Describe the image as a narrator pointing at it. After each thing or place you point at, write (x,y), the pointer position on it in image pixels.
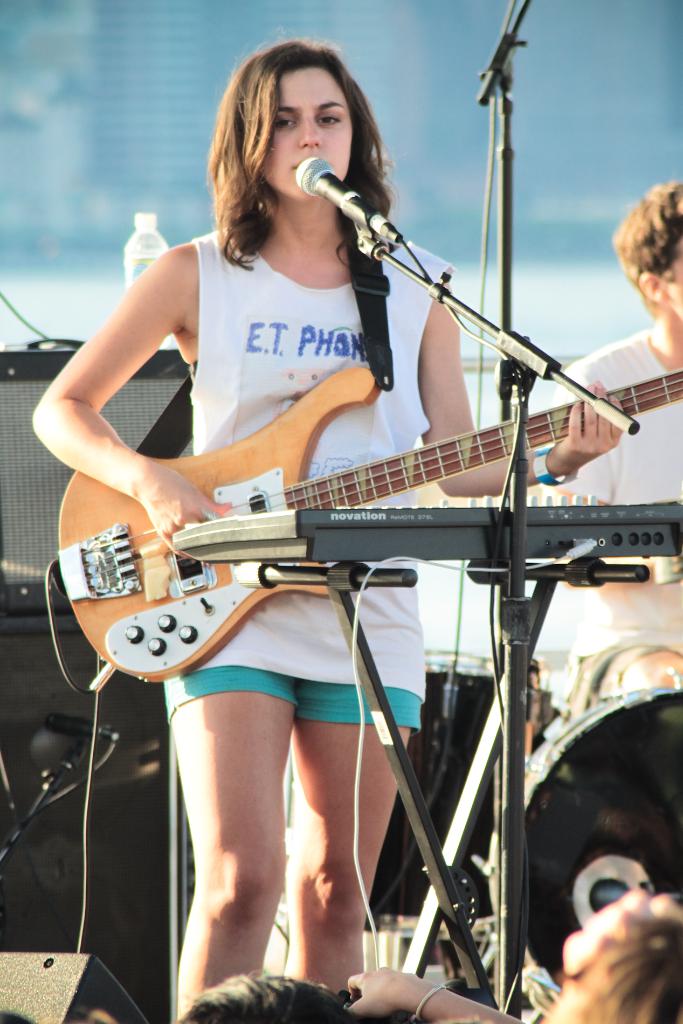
This picture shows a woman (140,492) standing and playing a guitar (382,479) in her hands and singing in front of a mic (312,182) and a stand (496,336). In the background (675,293) there is a person (607,477) sitting. There are some speakers (13,420) on which a water bottle (130,244) was placed.
